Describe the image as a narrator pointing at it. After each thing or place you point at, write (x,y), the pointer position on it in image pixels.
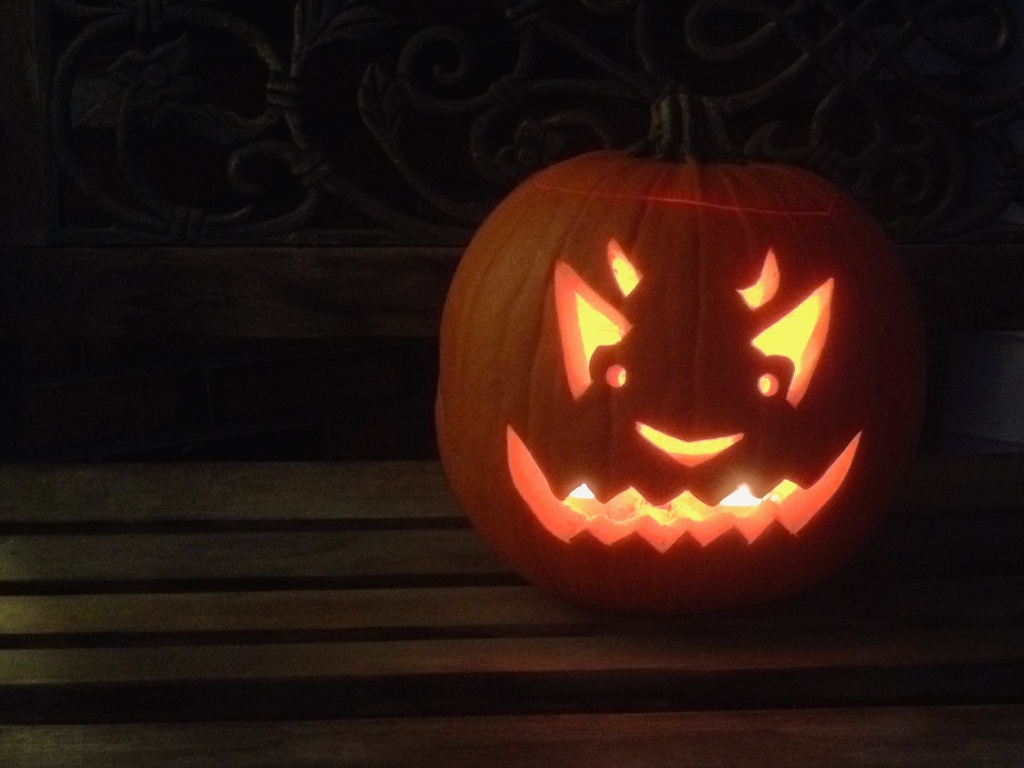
In this image I can see the pumpkin (615,308) with light (583,307) and it is carved. It is on the wooden surface (306,667). I can see the railing (123,138) at the back (244,223). And there is black background (490,50).
